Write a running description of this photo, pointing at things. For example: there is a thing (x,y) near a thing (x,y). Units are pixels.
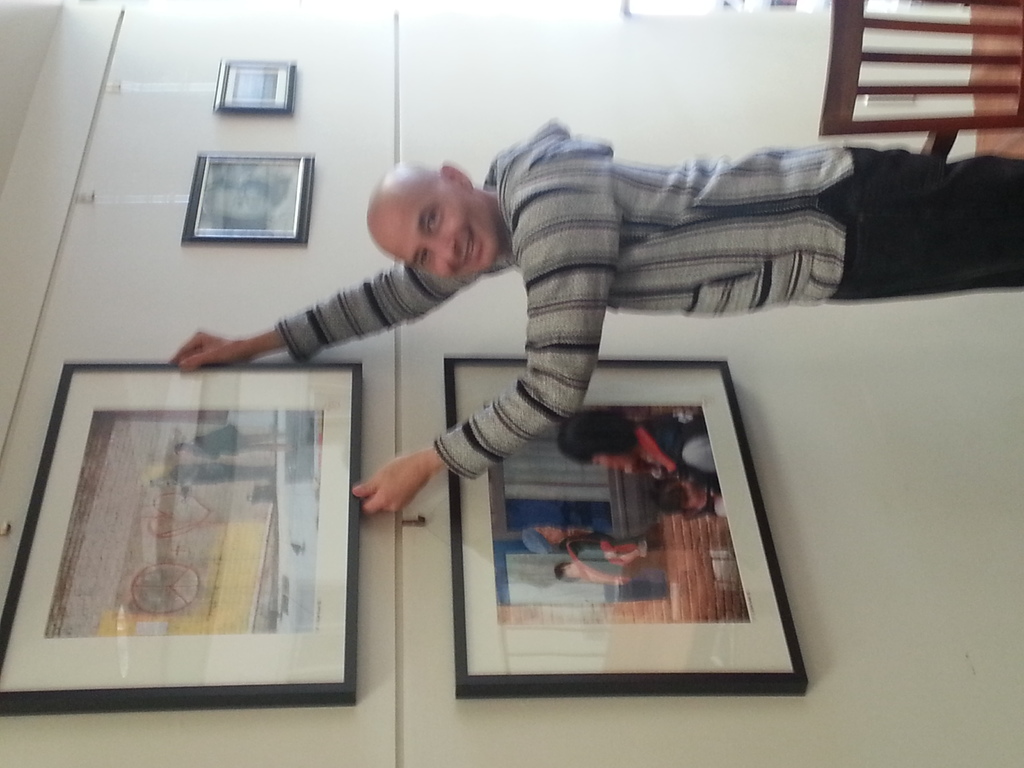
In this image I can see a man (577,357) is standing. I can also see the wall (215,318) and on it I can see few frames (89,368). On the top right corner (827,132) I can see a chair (841,44).
